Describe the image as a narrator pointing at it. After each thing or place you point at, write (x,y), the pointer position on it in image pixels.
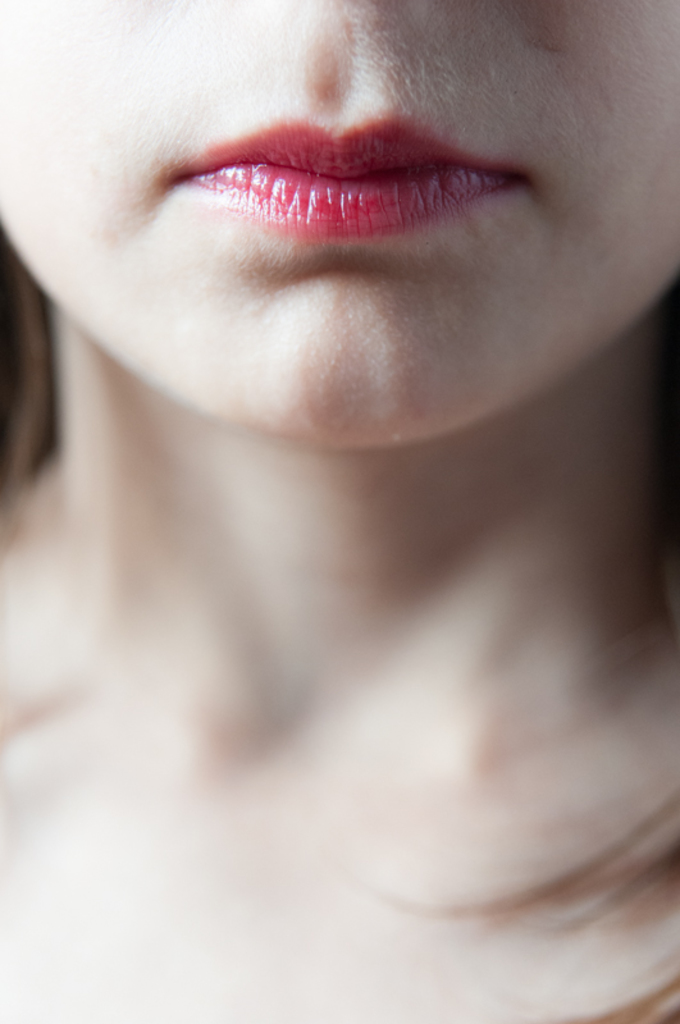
In this image, we can see woman lips (356,139) and hair (652,847).
